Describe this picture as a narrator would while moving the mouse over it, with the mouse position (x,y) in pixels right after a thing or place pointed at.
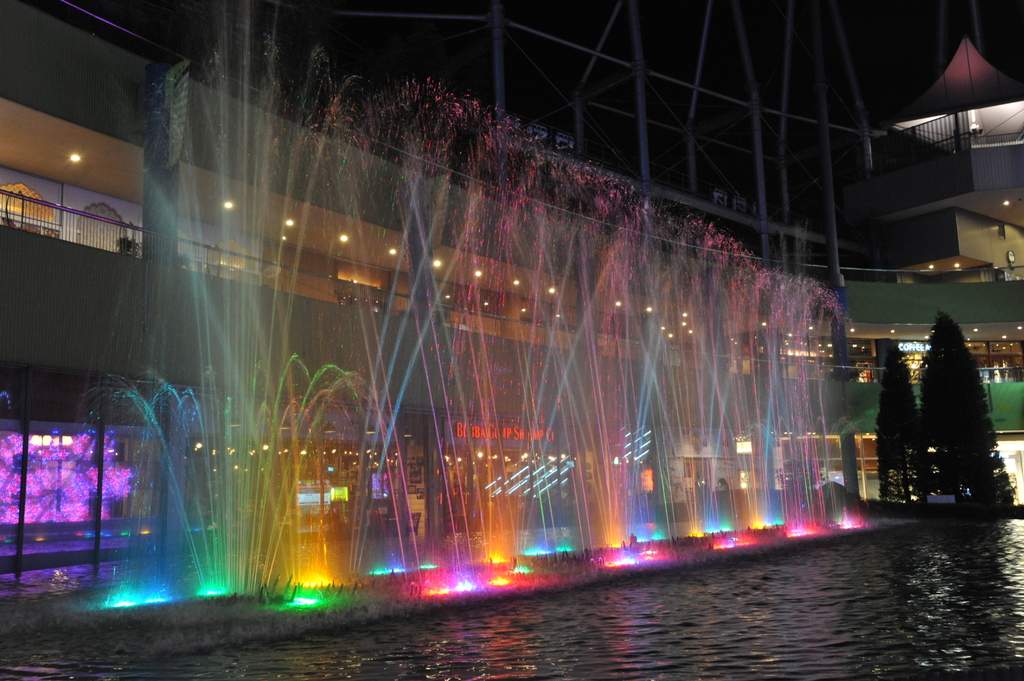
In this picture we can see water (725,595) and fountains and in the background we can see buildings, trees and lights (18,515).
